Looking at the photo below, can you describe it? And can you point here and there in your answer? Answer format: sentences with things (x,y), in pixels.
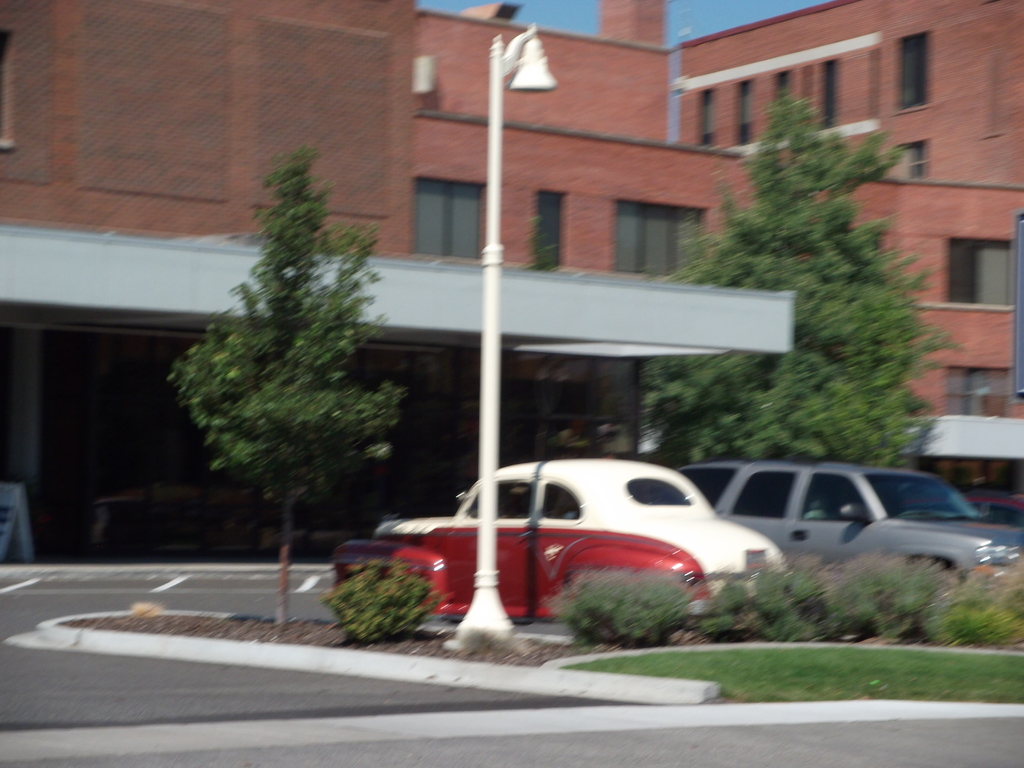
Here we can see road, light (539,75) on pole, plants (1019,590), trees (237,411) and cars (504,528). Background (923,195) we can see building (651,79), wall (966,35) and sky (686,15).
